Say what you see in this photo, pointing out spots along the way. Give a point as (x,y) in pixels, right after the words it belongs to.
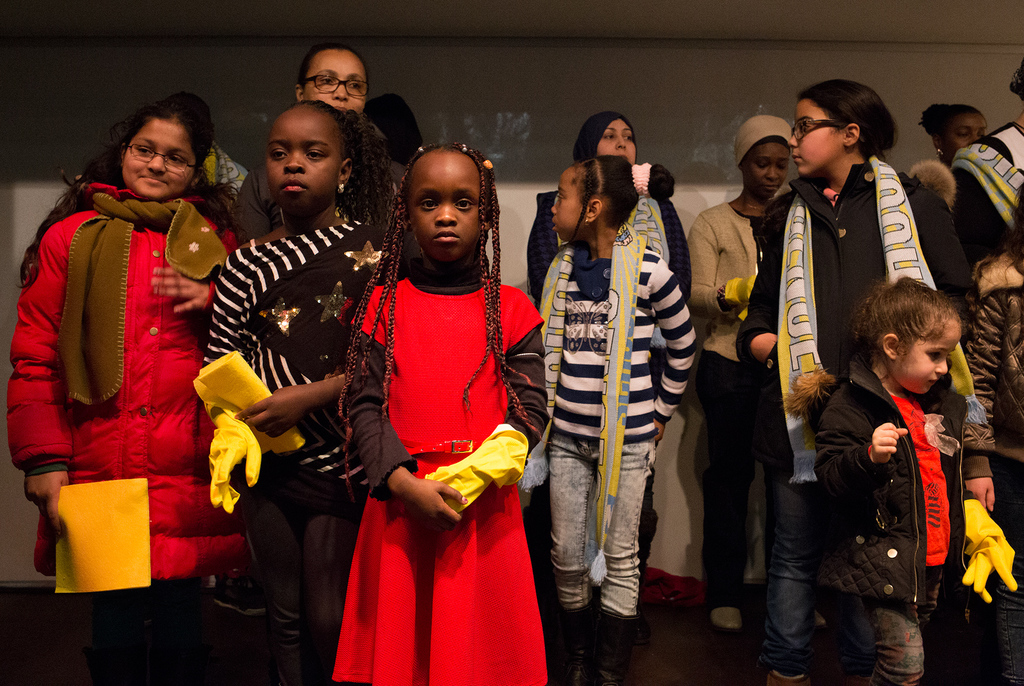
In the picture I can see many children (344,352) are standing here by holding some objects (96,566) in their hands (297,394), here I can see a child (423,386) wearing red color dress (476,349) is standing. In the background (711,147), I can see few more people (1012,147) standing and we can see the wall (95,126).
